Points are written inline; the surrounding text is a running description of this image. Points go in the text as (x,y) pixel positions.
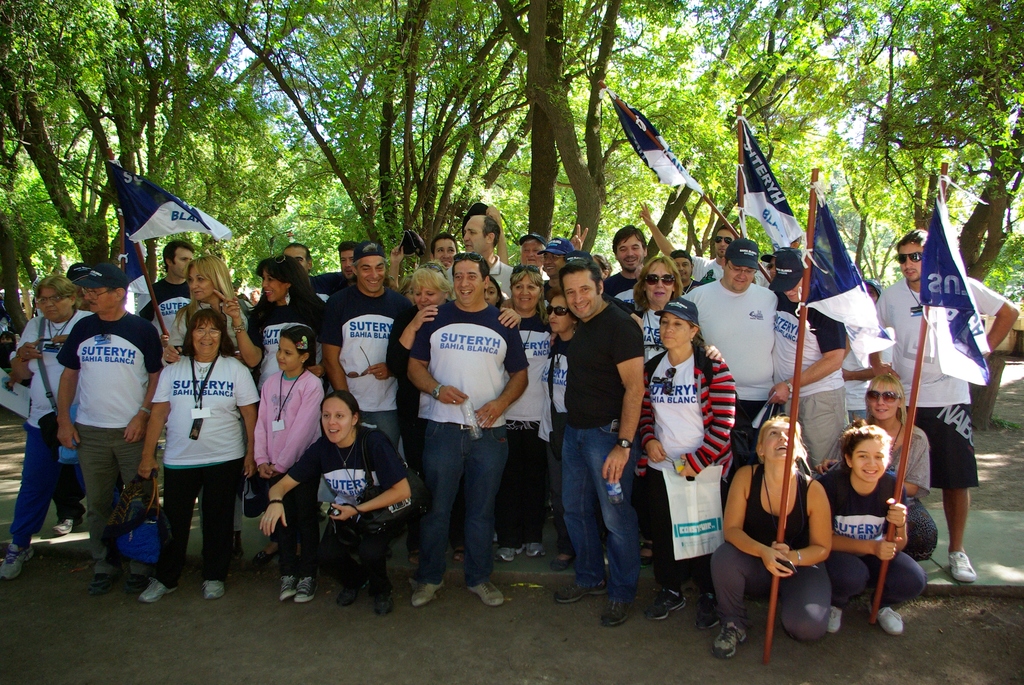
In this image there are group of people (687,389) standing and holding flags (784,237), in front (849,535) there are four women (356,573) sitting, in the background (826,114) there are trees (479,89).
